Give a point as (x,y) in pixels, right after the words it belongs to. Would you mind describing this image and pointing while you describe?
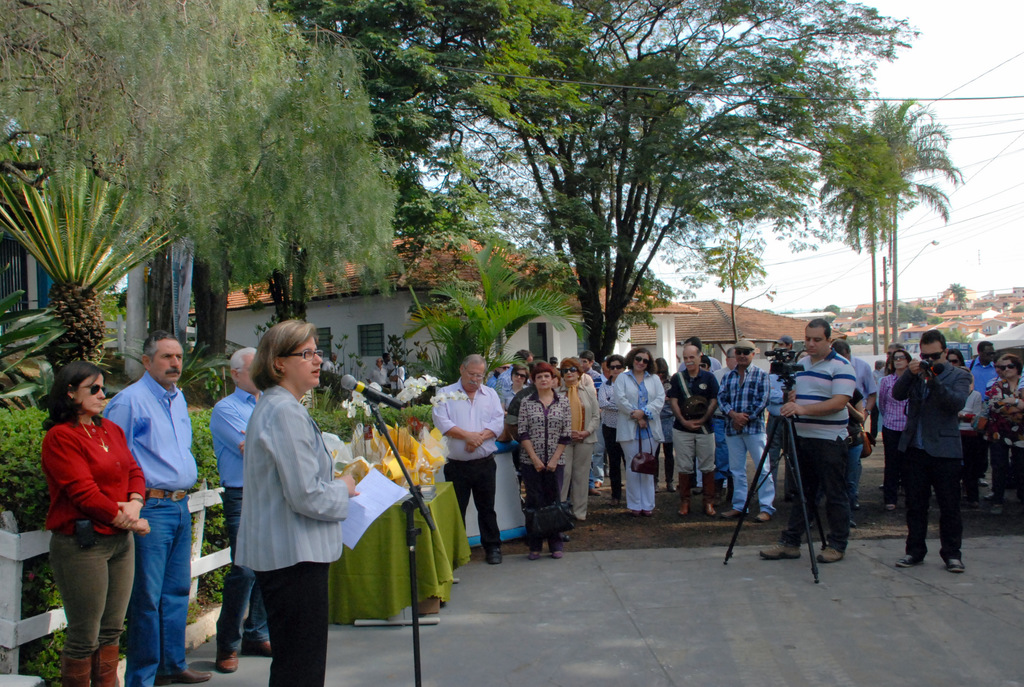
On the left side of the image (321,492) there is a lady (336,490) standing and holding papers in her hand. In front of her there is a stand (379,417) with mic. And on the left side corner of the image there is a fencing (40,553). Behind the fencing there are bushes (8,460) and also there are plants (494,369) and trees (729,121). In the image there are many people (809,395) standing. There are few people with goggles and also there is a stand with a video camera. In the background (362,337) there are houses (961,312) with roofs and walls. And also there are wires (938,101).
